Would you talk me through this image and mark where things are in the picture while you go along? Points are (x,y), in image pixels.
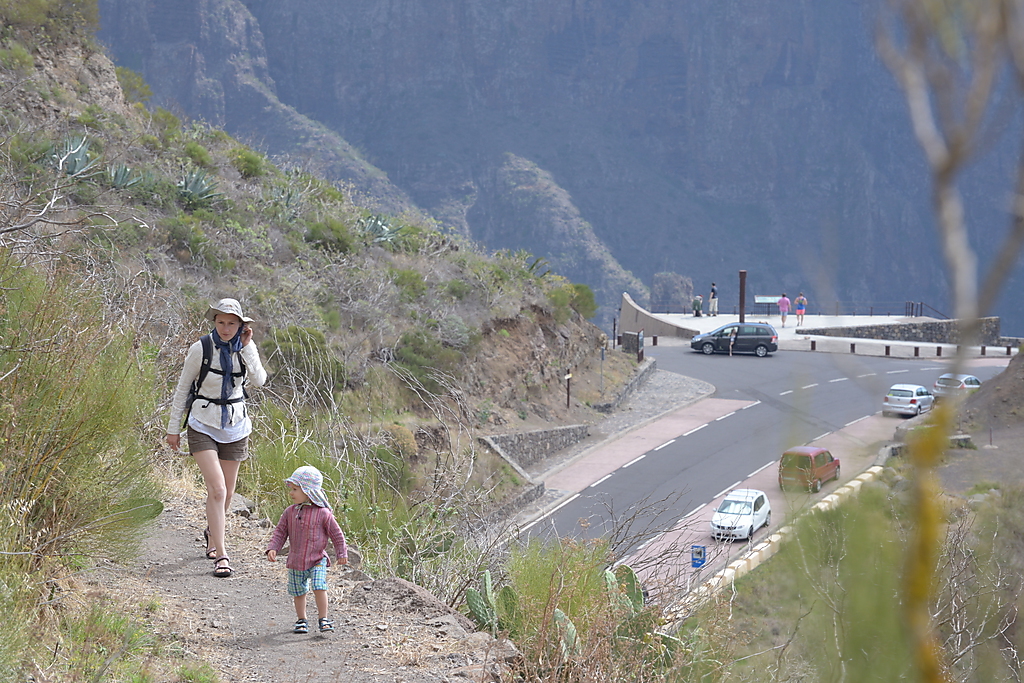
There is a lady (235,465) and small girl (290,529) walking in the foreground area of the image (304,475), there are vehicles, poles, people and mountains (617,300) in the background (523,212).
